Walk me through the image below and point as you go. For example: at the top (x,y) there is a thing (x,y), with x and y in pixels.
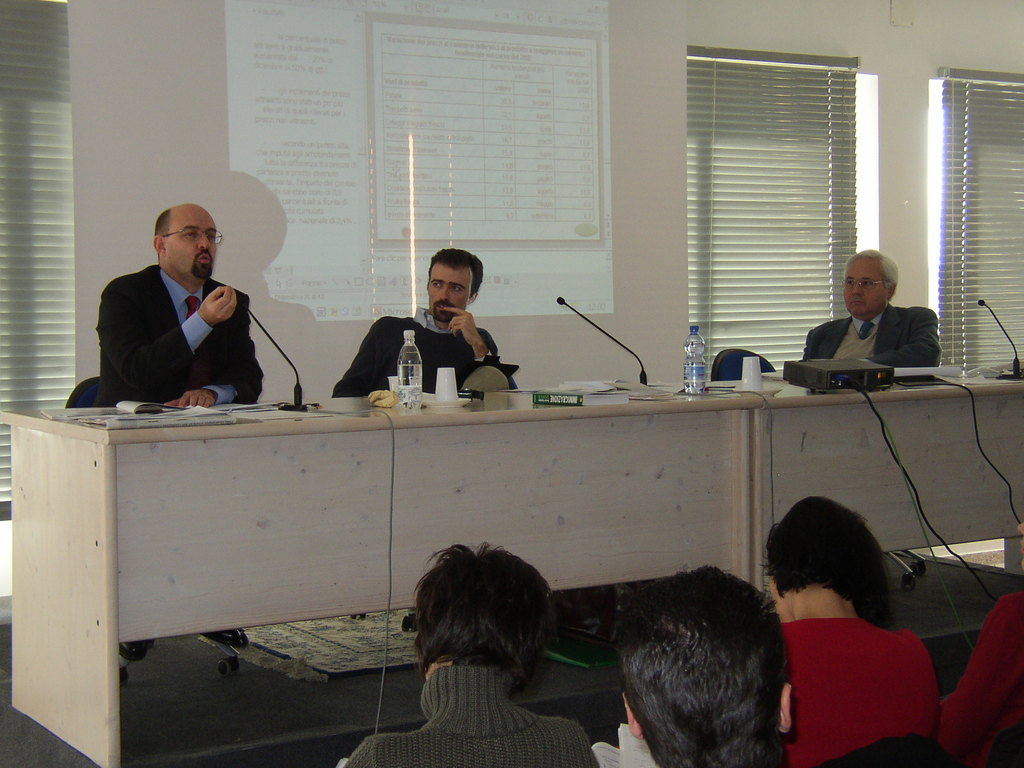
The person (193,312) in the left (193,308) is sitting and speaking in front of a mic (241,305) and there are two other persons (445,274) sitting beside him and there are group of people (650,610) sitting in front of them and there is a projected image (485,139) in the background (413,145).
